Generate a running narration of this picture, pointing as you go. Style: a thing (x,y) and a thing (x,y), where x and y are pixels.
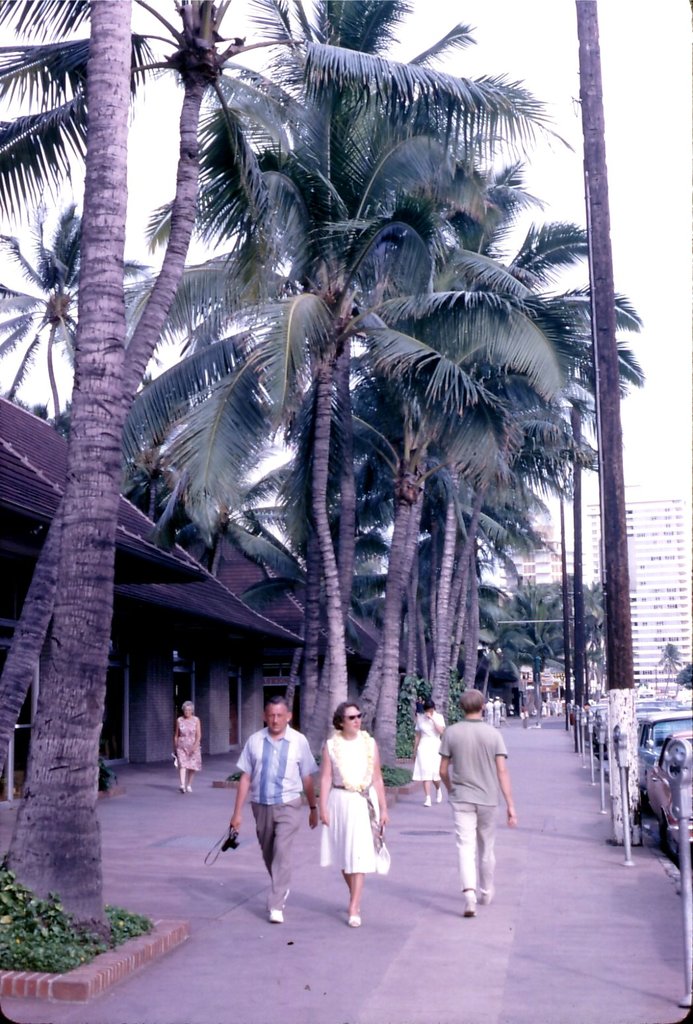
As we can see in the image there are houses (199,570), plants (36,947), few people (460,863) walking here and there, buildings (661,653), cars (664,711), trees (579,455) and sky (645,239).
